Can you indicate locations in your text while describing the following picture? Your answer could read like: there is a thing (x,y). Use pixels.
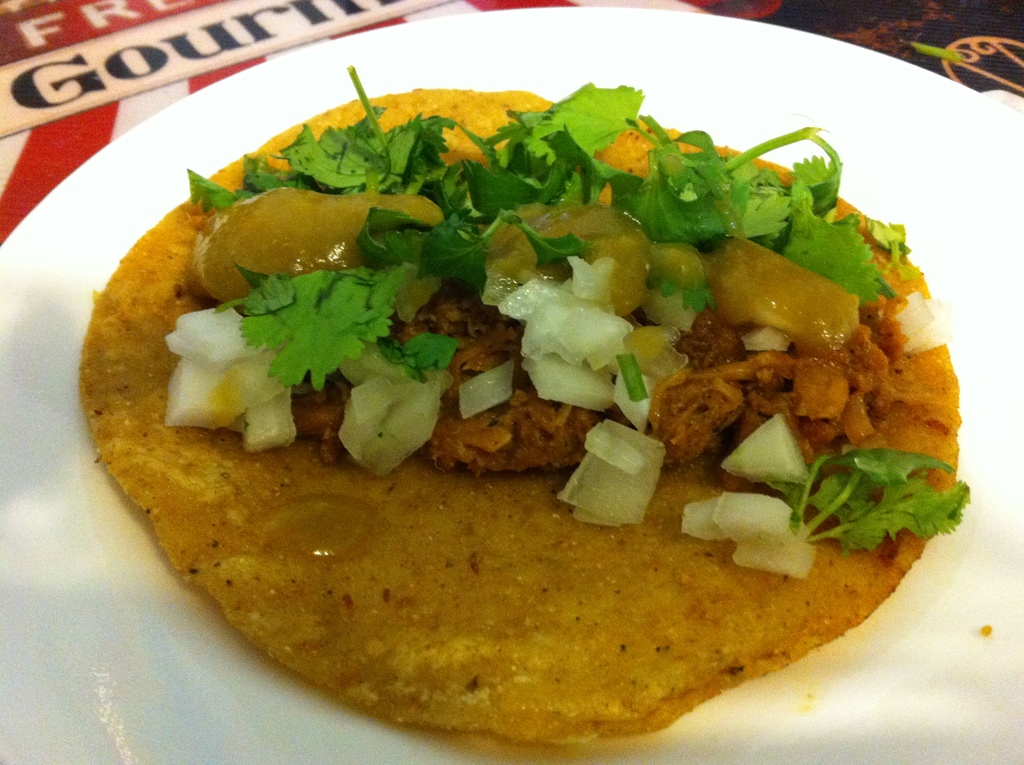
In this image we can see some food (287,348) placed on the serving plate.
